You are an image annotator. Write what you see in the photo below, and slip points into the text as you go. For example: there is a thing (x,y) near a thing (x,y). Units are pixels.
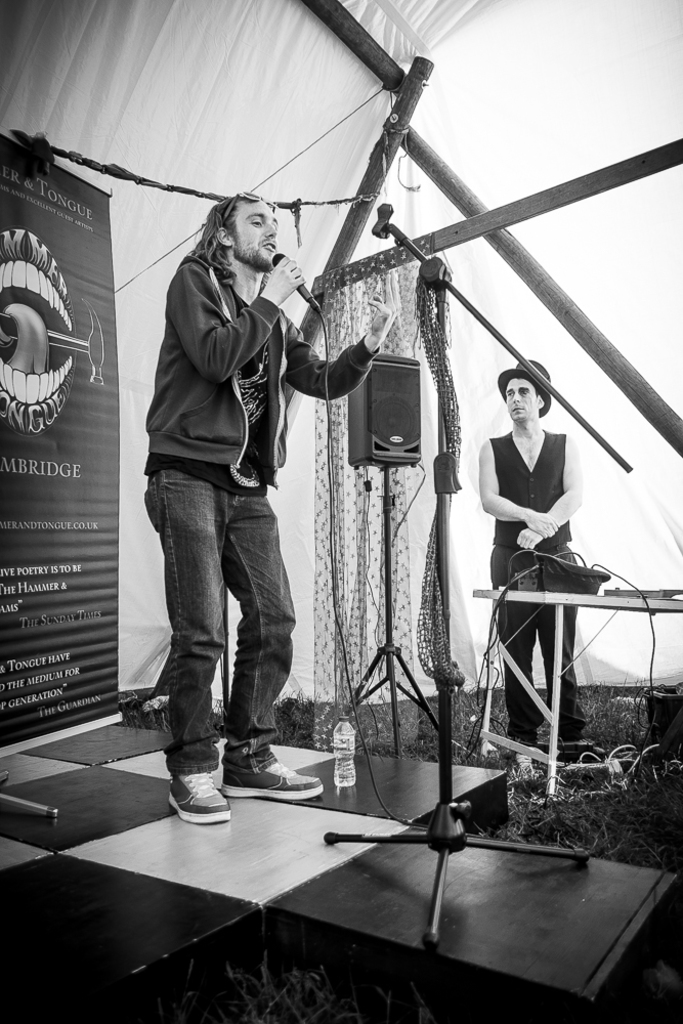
This picture is a black and white image. In this image we can see one stage (34,823), one white curtain (105,90), some rods (533,267), one table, some objects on the table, one microphone stand (422,268) on the stage (415,792), one object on the stage (418,800), one speaker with stand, one water bottle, two men (544,536) standing, some objects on the ground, some grass (571,818) on the ground (678,835), one banner (33,497) with text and image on the left side of the image (50,201). One man (233,285) holding a microphone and talking on the stage (30,835).
